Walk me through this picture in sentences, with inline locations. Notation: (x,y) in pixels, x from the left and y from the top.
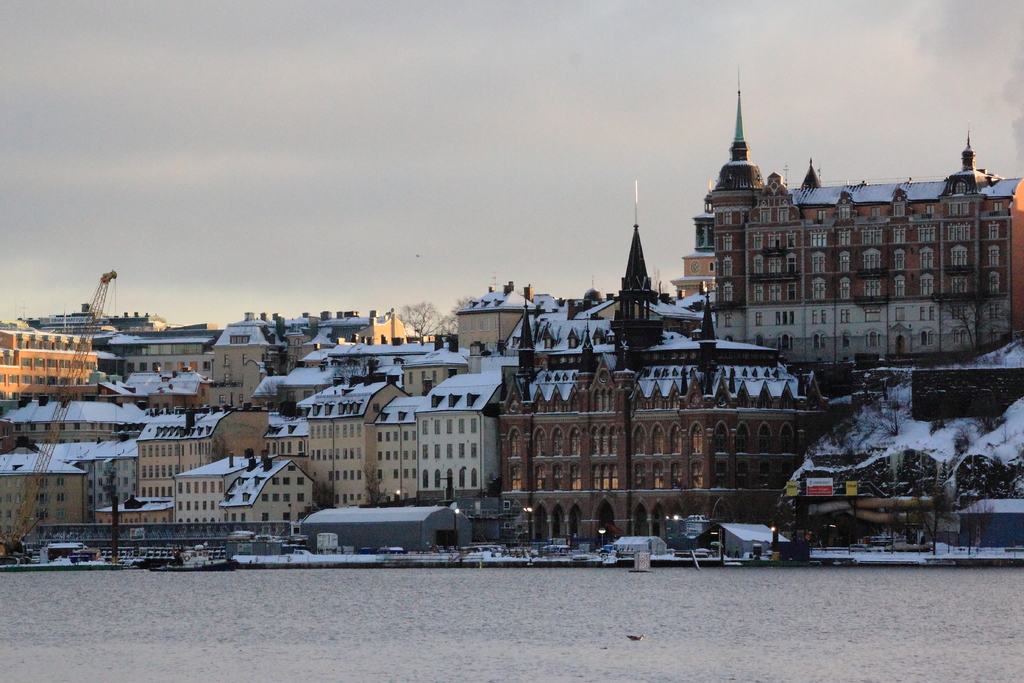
In this image we can see buildings (556,360), sheds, electric lights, motor vehicles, construction cranes (21,528), water (44,582) and sky (399,161).
